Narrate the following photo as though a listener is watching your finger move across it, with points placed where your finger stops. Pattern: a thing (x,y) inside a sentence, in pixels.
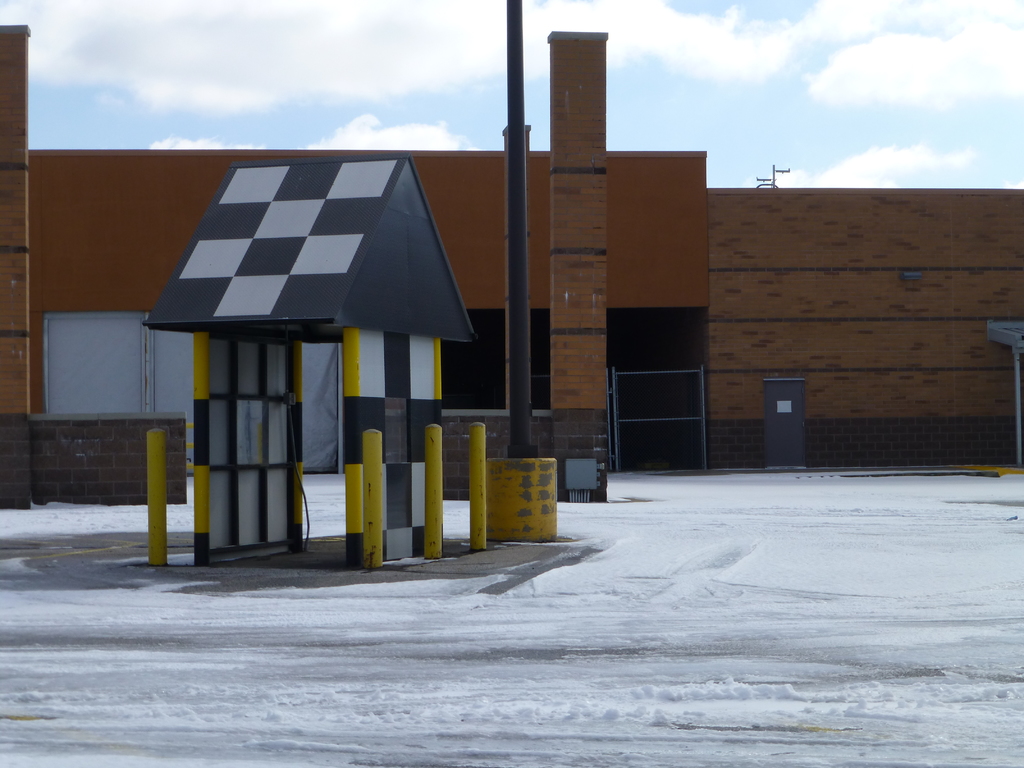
In this image we can see a building (129,447), shed (421,462), pillars (600,324), gate (627,410), metal rods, pole (513,52), a black color object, snow (52,690) and the sky (676,47) with clouds (402,30) in the background (823,125).
